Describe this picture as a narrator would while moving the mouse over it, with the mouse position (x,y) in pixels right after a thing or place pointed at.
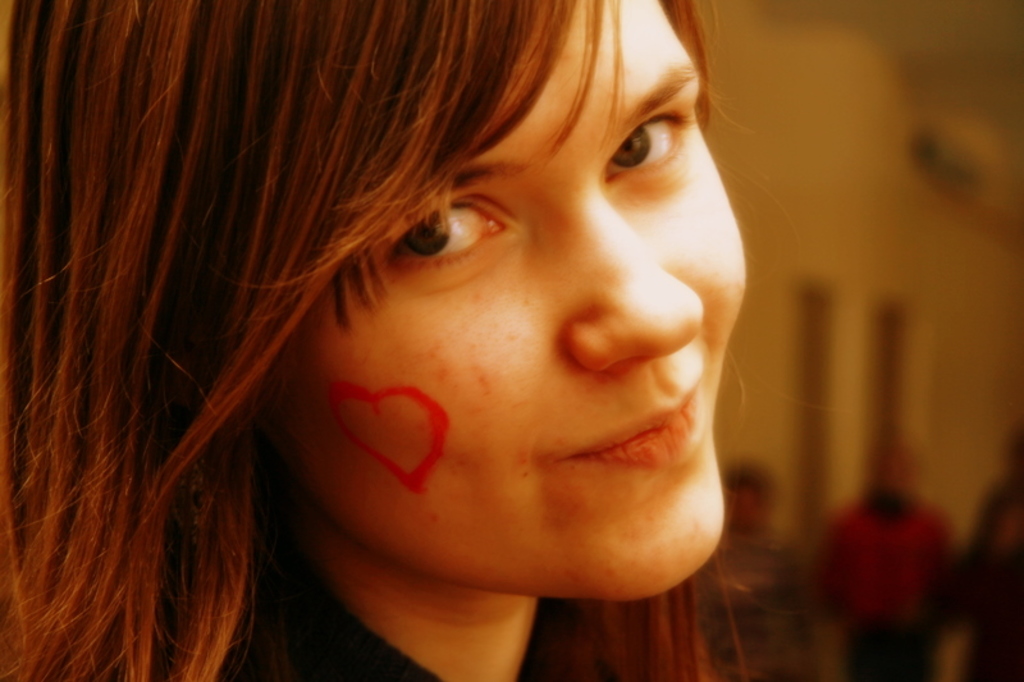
In the image there is a woman (446,436) and there is a heart shaped mark (435,409) on her cheek (422,419).
